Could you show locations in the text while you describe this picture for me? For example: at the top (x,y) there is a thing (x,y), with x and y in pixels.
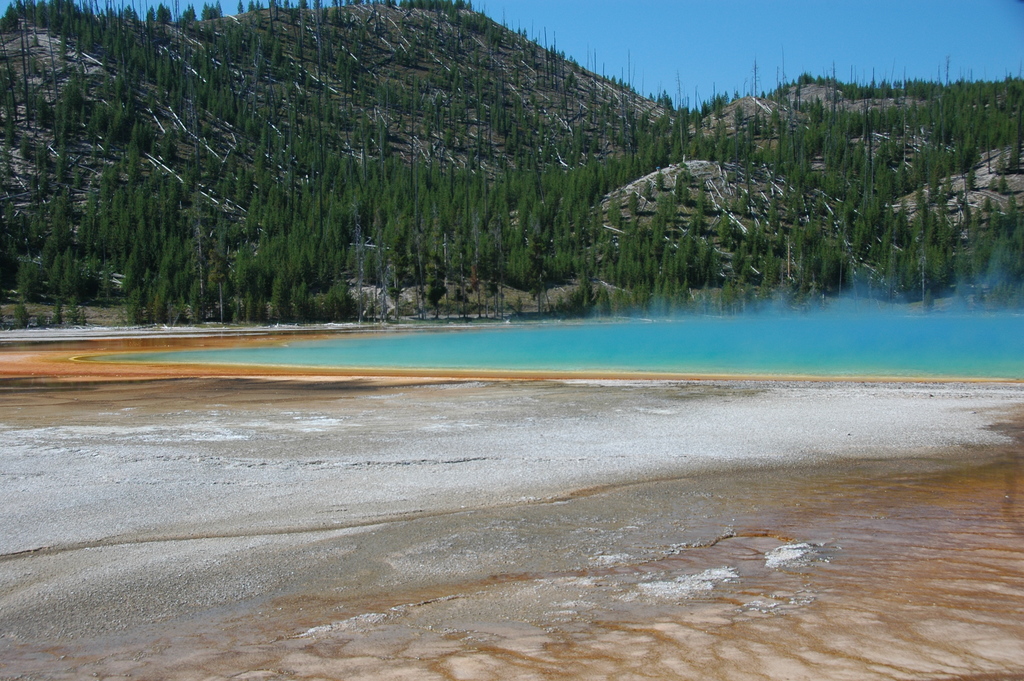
In this picture there are trees (521,182) on the mountain (751,224). At the top (729,38) there is sky (620,65). At the bottom (489,483) there is water (832,364) and there is sand (500,487). This is an outdoor picture.
